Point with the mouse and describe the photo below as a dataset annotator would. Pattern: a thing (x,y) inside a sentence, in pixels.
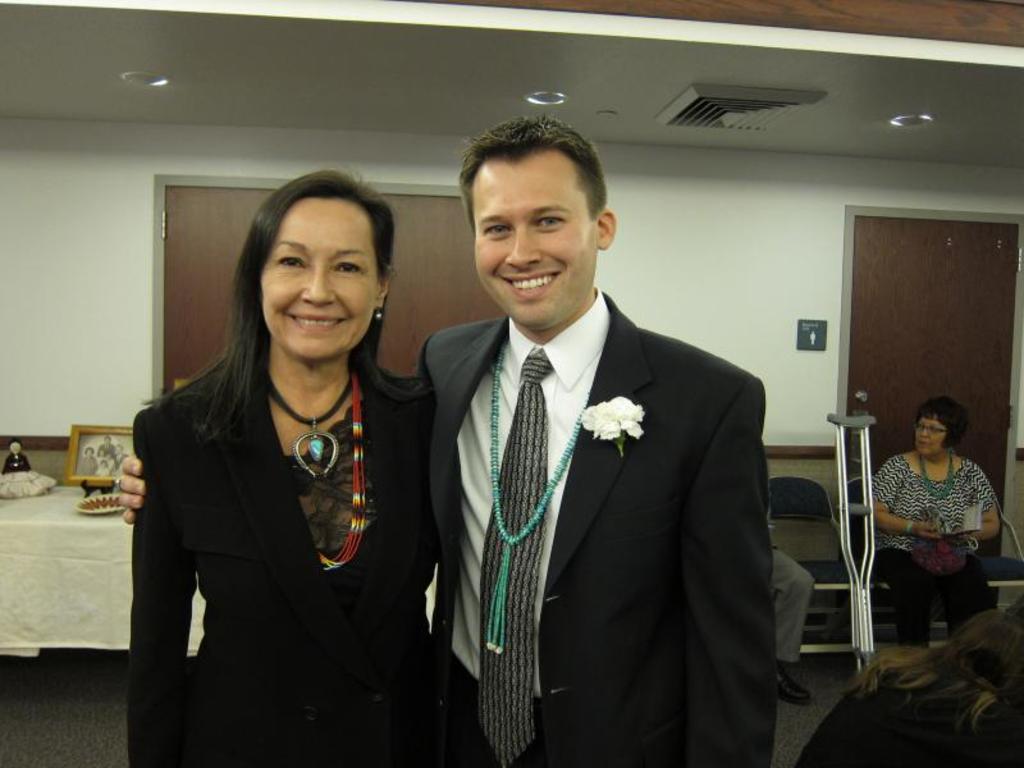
In this picture there is a man (654,441) and a woman (273,339) in the center of the image (553,420) and there is a flower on his blazer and there are lamps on the roof (552,48) at the top side of the image (143,77) and there are people (881,557) and walking sticks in the background area of the image (894,544) and there are doors (885,441) in the background area of the image (885,452), there is a table (34,496) on the left side of the image (111,479), on which there is a photograph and other items (18,494) on it.
